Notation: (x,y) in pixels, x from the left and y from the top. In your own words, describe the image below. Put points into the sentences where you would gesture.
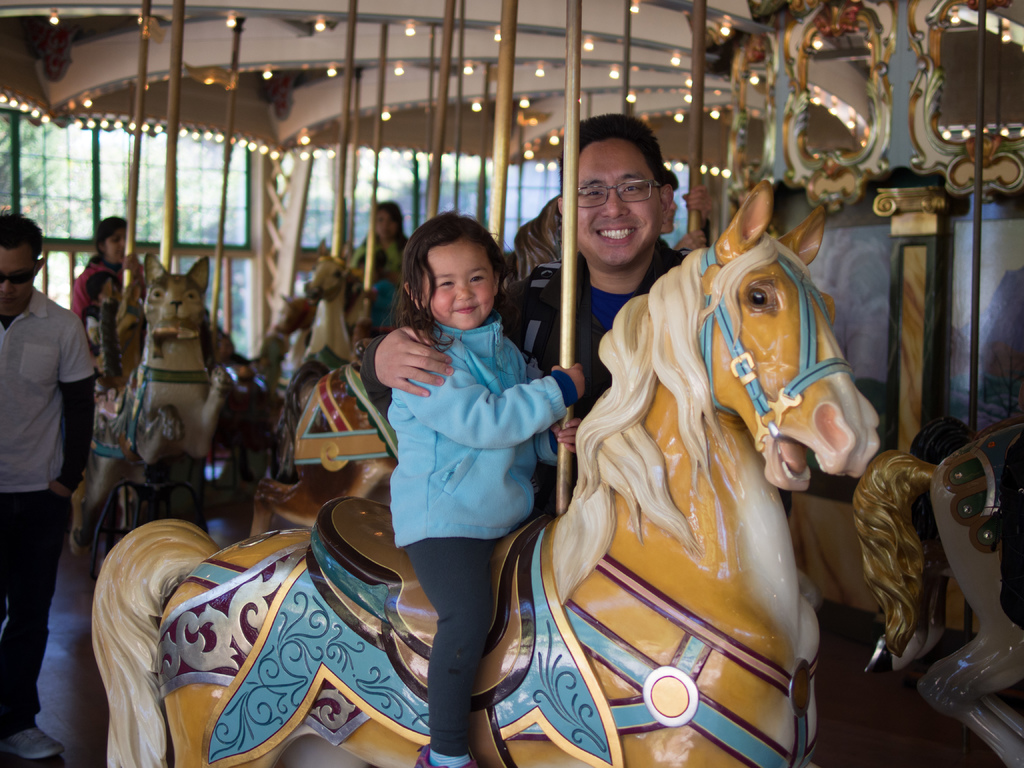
this picture we can see a man (556,294) and the girl (455,422) is sitting on the horse (657,561) and back of it some light (408,30) and some person (33,448) is walking here another girl (112,259) is sitting on another Horse (138,323).
